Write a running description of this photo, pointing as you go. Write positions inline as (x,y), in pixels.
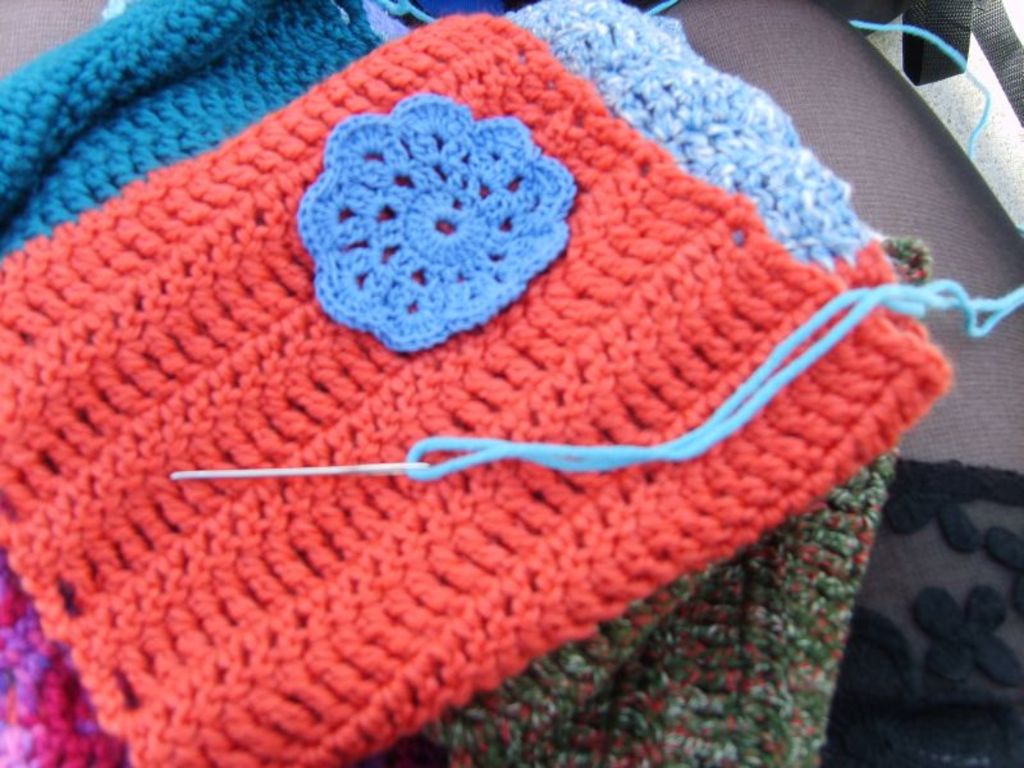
In the center of the image (403,274) we can see woolen clothes (477,437) placed on the cloth (852,657).
